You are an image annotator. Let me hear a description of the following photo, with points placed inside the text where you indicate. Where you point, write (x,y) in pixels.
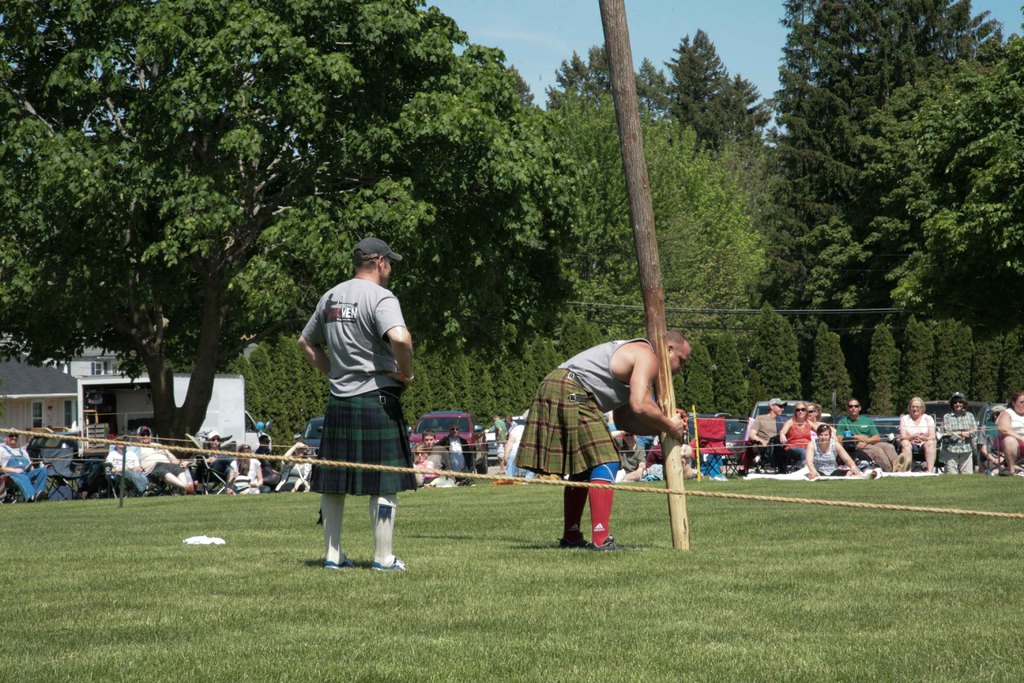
There is a person (373,479) standing and wore cap (386,246) and another person (639,392) holding a wooden pole (658,389) and we can see grass (503,521) and rope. Background we can see trees (952,236), houses (43,403), people (23,479) and sky (600,36).
